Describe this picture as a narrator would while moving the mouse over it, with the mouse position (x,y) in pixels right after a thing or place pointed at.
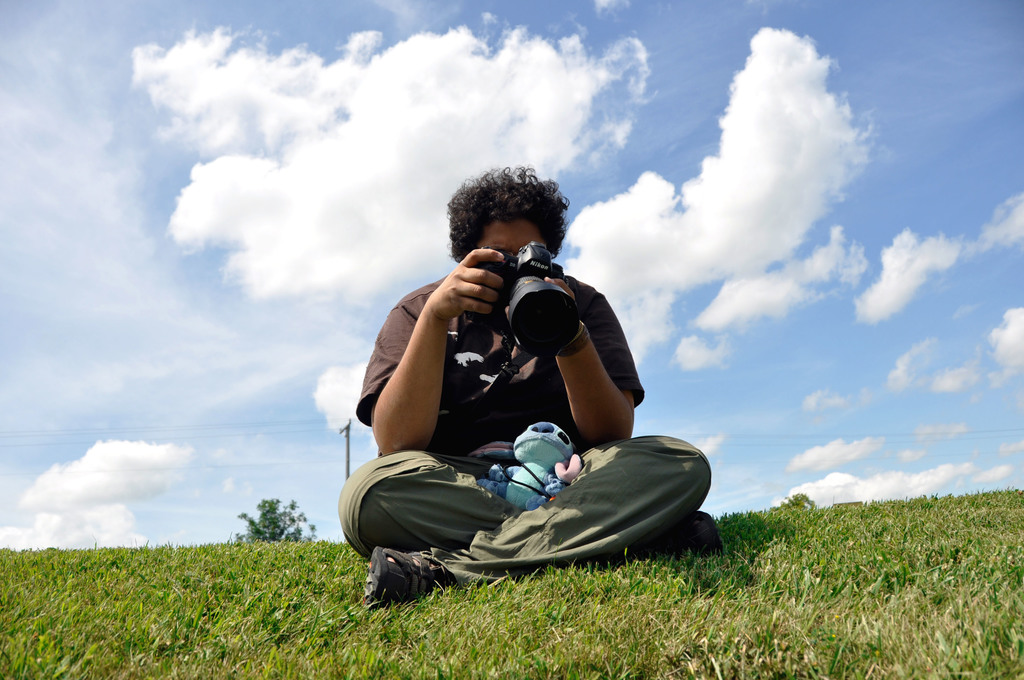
In this image I can see in the middle (576,377) a person (585,431) is sitting on the grass (617,584) and looking into the camera, this person (540,358) wore a t-shirt (475,435), trouser (455,497) and there is a doll (533,454) on his lap (423,492) in blue color. At the back side (283,521) there is a tree (272,523) and an electric pole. At the top (259,188) it is the cloudy sky (235,268).
